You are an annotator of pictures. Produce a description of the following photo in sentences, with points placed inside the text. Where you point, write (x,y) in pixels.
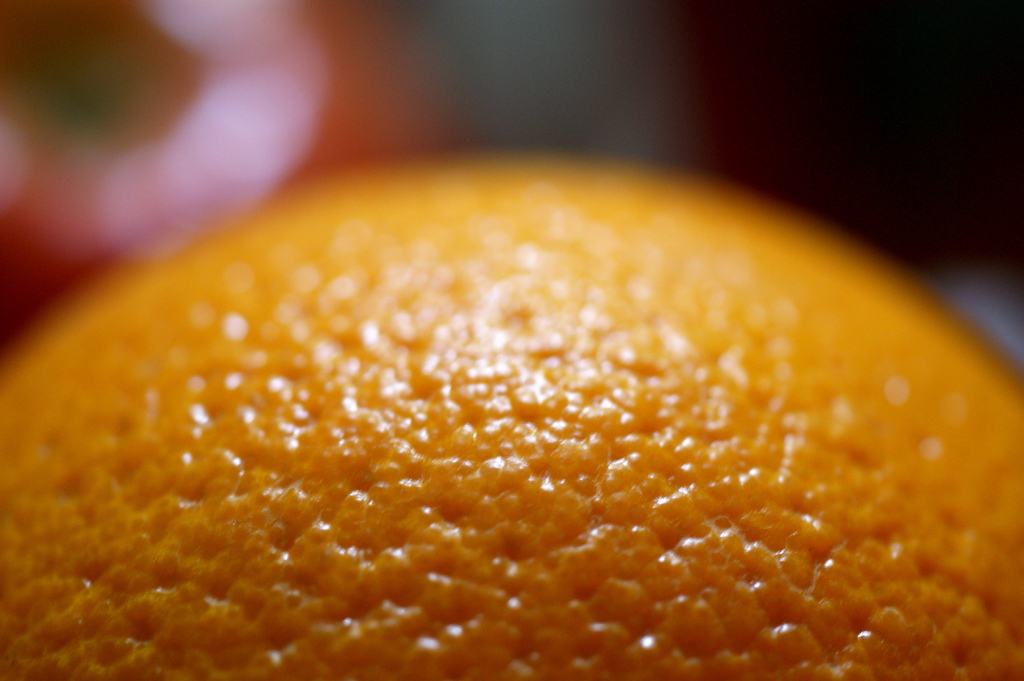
In this image, we can see an orange (782,410). Top of the image (364,78), there is a blur view.
